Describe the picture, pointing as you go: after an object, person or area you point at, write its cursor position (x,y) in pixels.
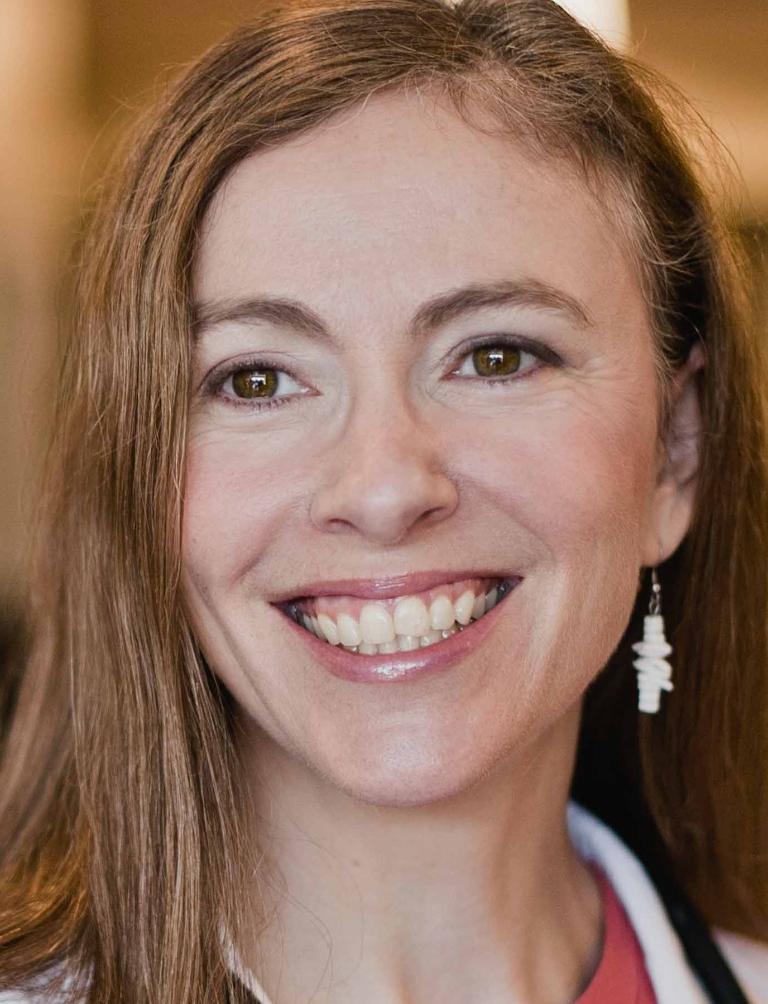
In the middle of this image (449,516), there is a woman (513,246) in a white color dress (655,903), smiling. And the background (31,241) is blurred.
